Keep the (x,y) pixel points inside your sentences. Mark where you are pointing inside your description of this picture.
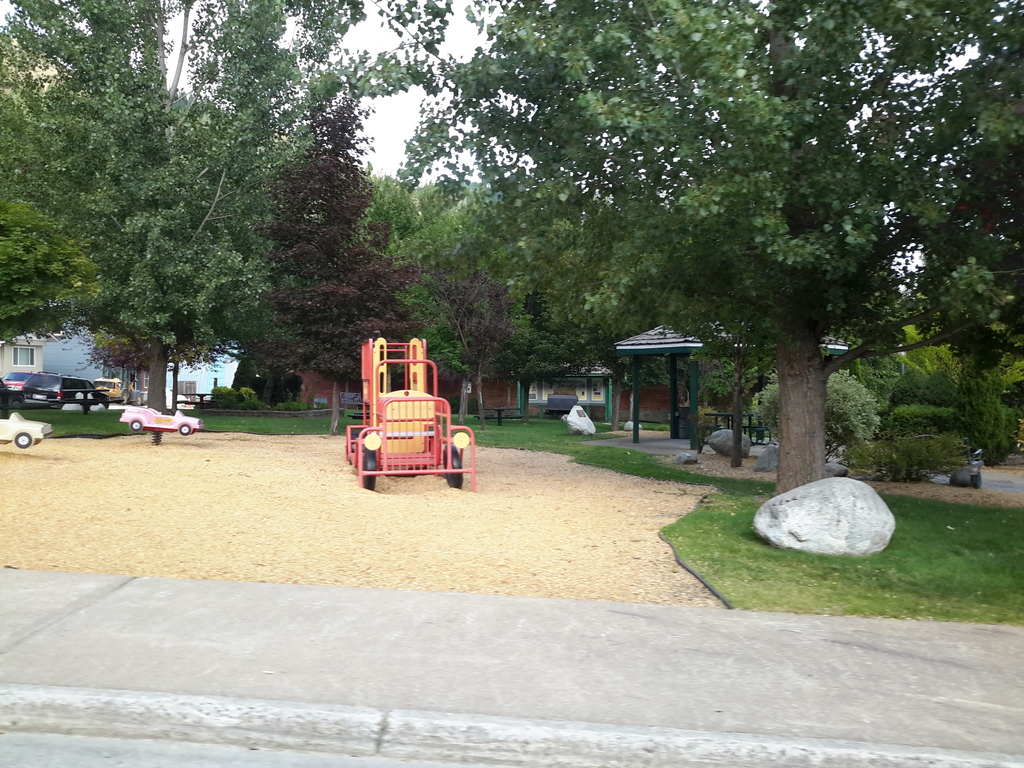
In this image there are toys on the soil (472,511). We can see grass (970,562) on the surface (886,552). At the background (220,230) there are trees (110,329), buildings (87,354) and cars (39,396) were parked on the ground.
